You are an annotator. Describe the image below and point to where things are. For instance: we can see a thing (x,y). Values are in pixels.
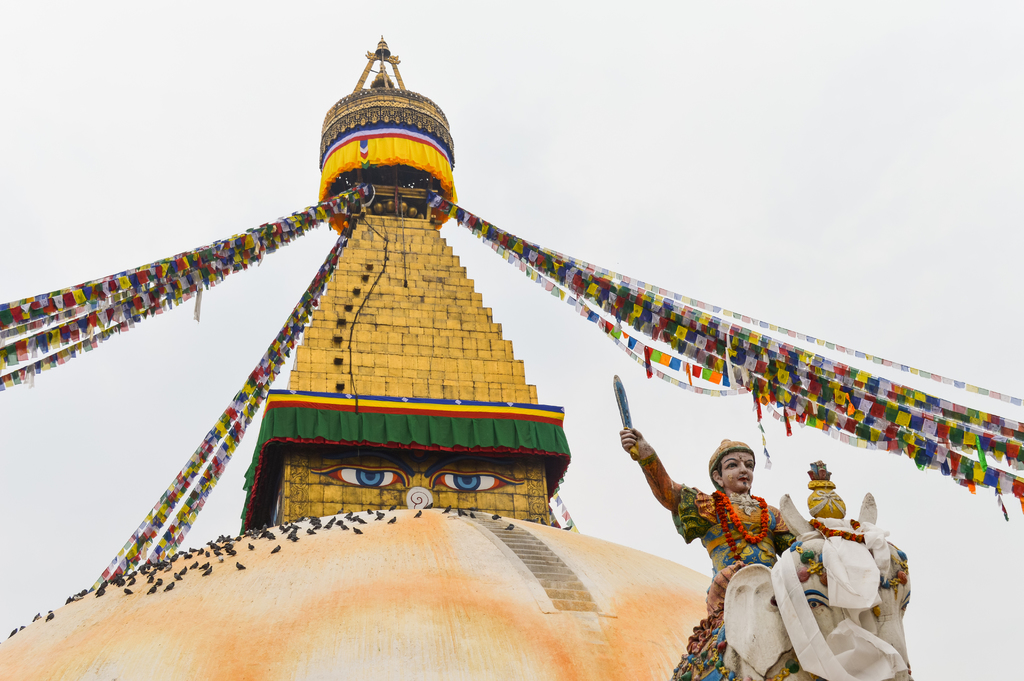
In this picture we can see a dome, statue (715,547) and we can see sky (600,513) in the background (655,518).
